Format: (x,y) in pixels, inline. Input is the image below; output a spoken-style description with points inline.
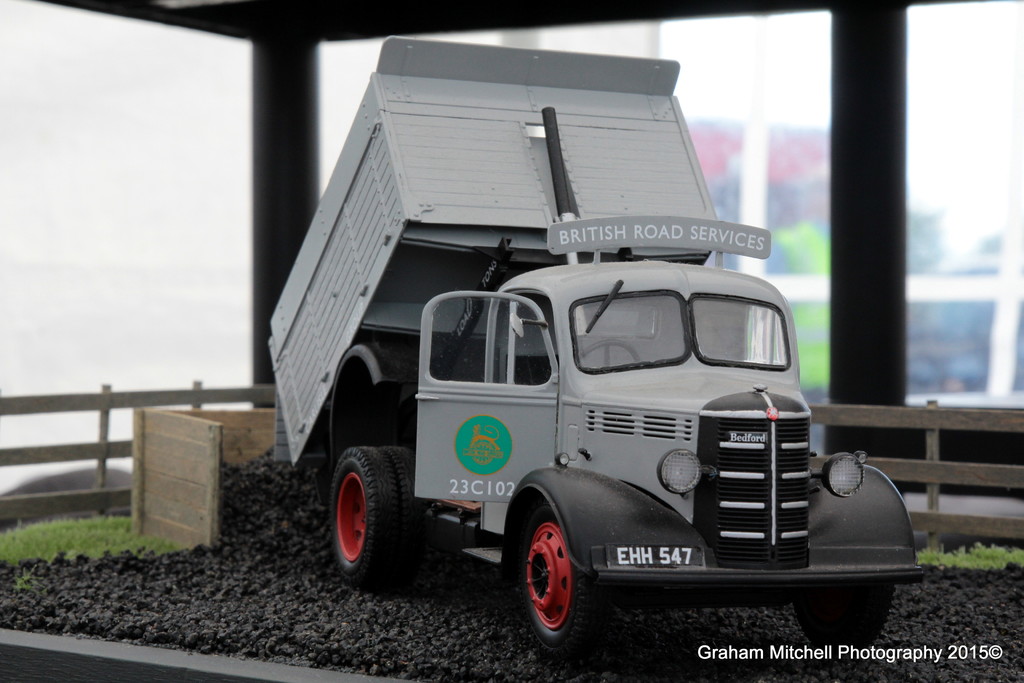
In the center of the image (407,317) there is a truck (365,560). There is a wooden fencing (137,401). There is grass (88,526).
